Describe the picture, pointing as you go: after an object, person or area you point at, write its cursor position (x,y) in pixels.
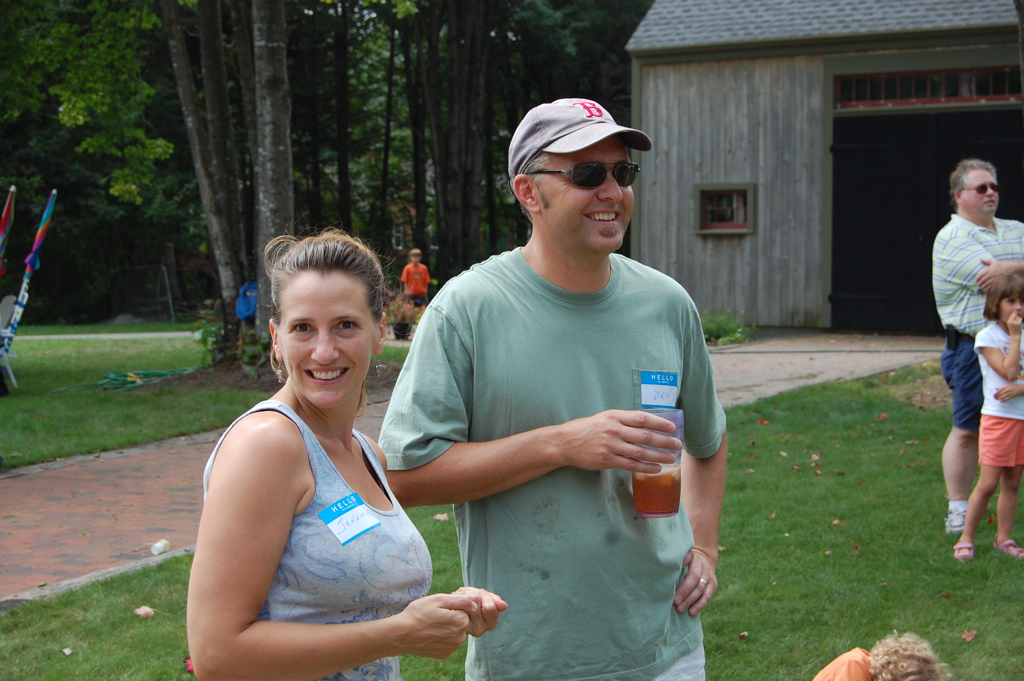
In this picture I can see there is a man (442,480) and woman (420,592) standing here and they are smiling, the man (649,372) is holding the glass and there is a sticker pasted on their shirts (439,323). On to right side (943,294) there is a man (965,365) and a girl (993,405) standing. In the backdrop (772,104) there is a building (750,101), trees (447,261) and a boy (415,256) is standing near trees (434,262), he is wearing a orange color shirt (409,279).
